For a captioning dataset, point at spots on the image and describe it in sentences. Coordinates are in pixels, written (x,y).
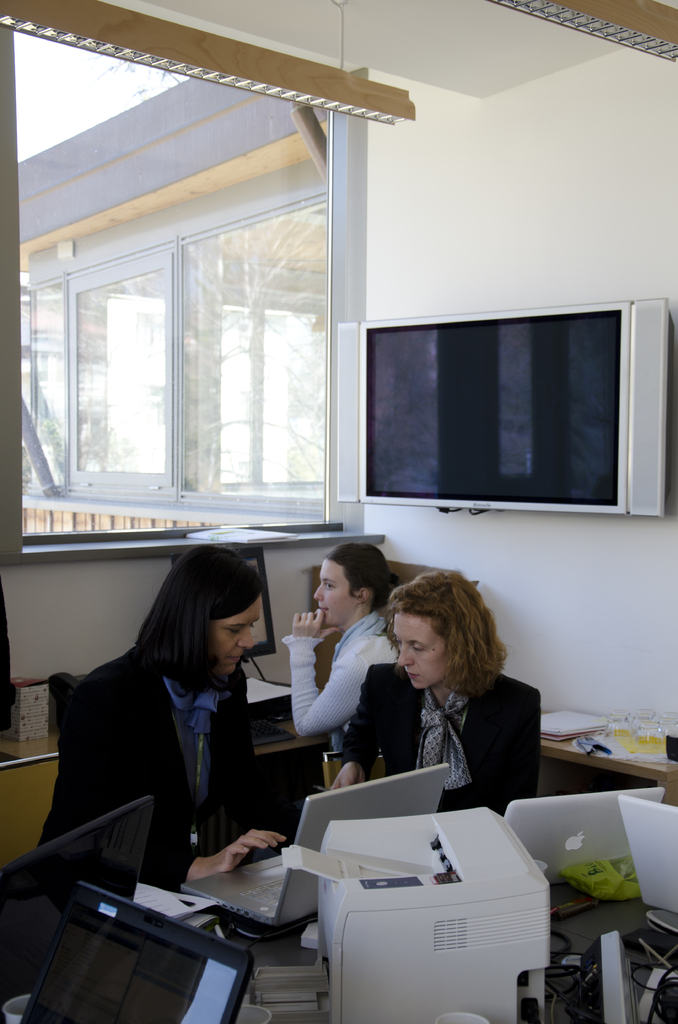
In this image there are some people (133,717) who are sitting and there are some tables (216,931), on the tables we could see some printers (376,909), laptops (600,837), computers (637,798), wires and some mouses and other objects (558,718). And in the center (411,423) there is one television (483,445), on the left side (119,364) there is a window (110,361) through the window (123,285) we could see another window (135,328) and some plants (258,300).
